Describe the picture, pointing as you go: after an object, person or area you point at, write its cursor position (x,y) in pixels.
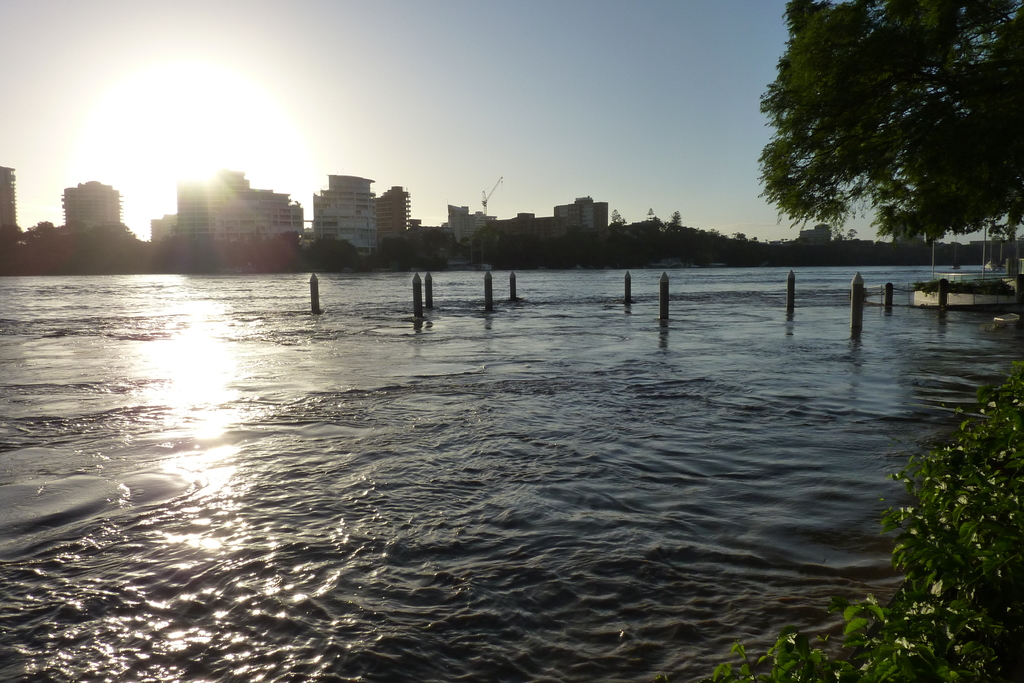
We can see water (266,407) and poles (1023,298) and right side of the image (956,562) we can see leaves (968,559). On the background (676,222) we can see buildings (460,220), trees (699,247) and sky (75,171).
